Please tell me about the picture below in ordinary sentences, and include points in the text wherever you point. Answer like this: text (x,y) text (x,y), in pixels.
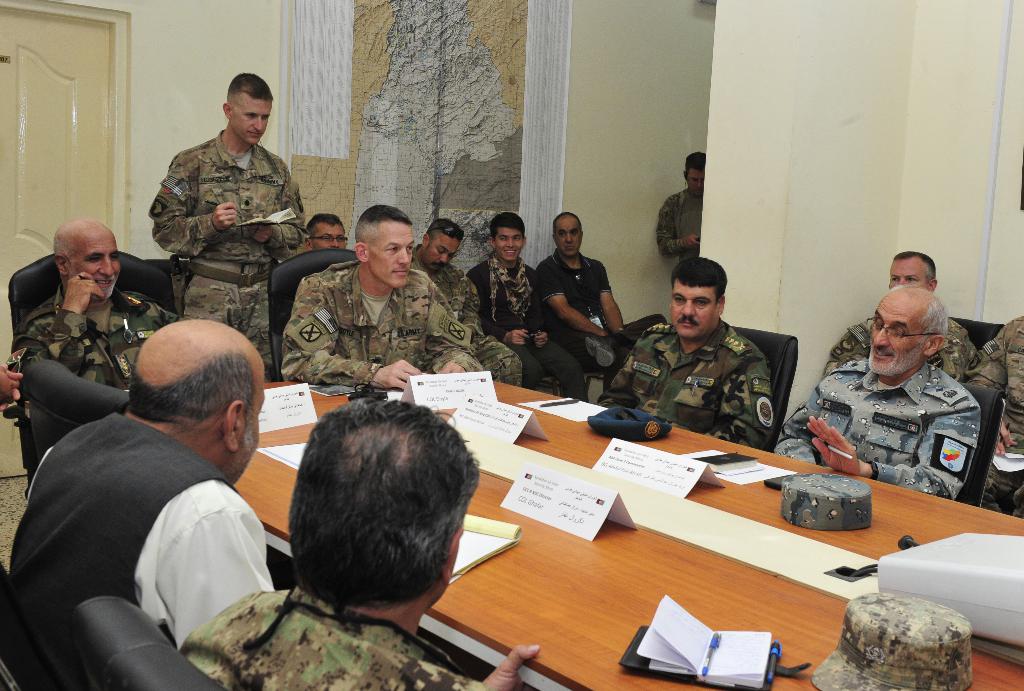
In the background (778,77) we can see the wall (807,97), door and a person (674,213) is standing. In this picture we can see the men (573,275) sitting on the chairs (46,375). On a table (561,432) we can see caps (948,657), pen (707,659) on a book (753,668). We can see boards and few objects (1007,609). In the middle portion of the picture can see a man (264,271) standing and he is holding a pen (211,203) and a book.
